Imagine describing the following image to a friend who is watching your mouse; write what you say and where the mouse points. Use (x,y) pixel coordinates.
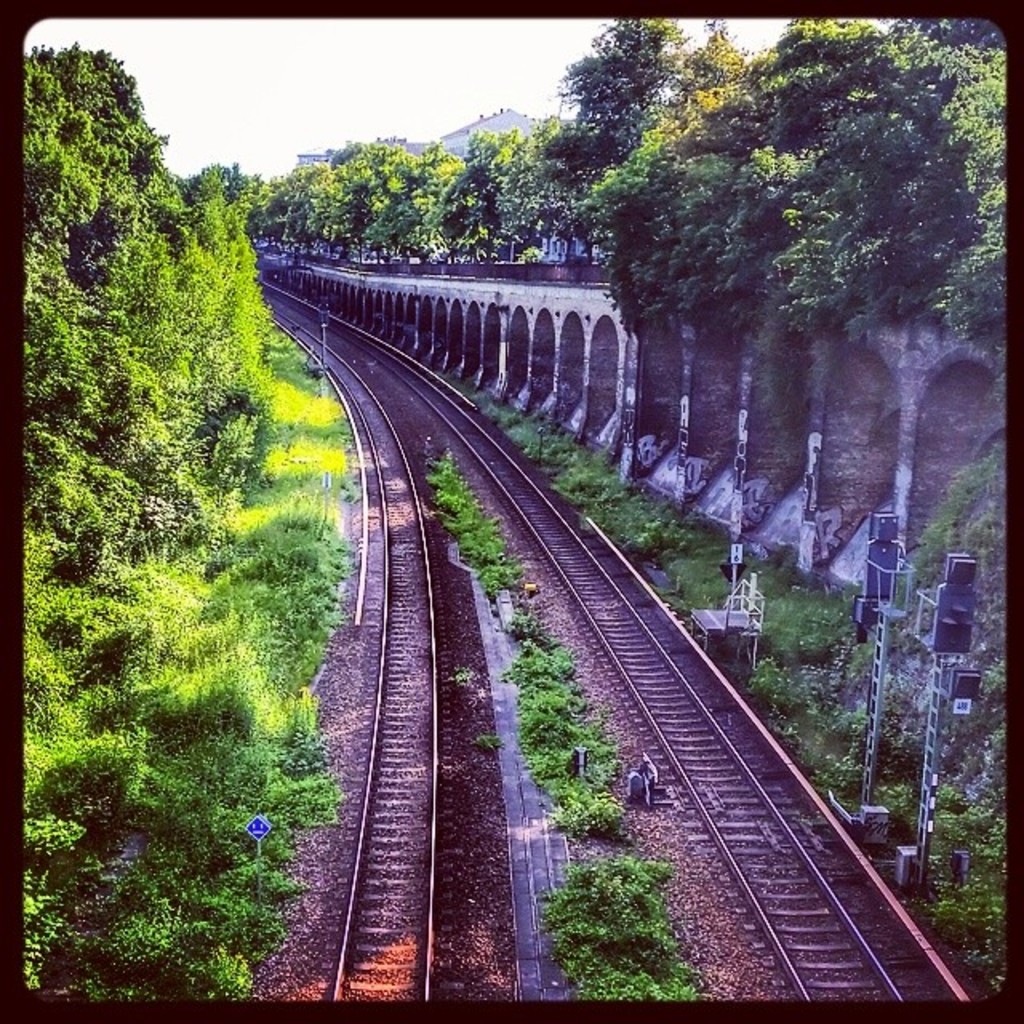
In this picture we can see a view of the tracks (403,831) in the front (393,749). On the right corner (704,372) there is a huge arch wall (512,353) and some trees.
